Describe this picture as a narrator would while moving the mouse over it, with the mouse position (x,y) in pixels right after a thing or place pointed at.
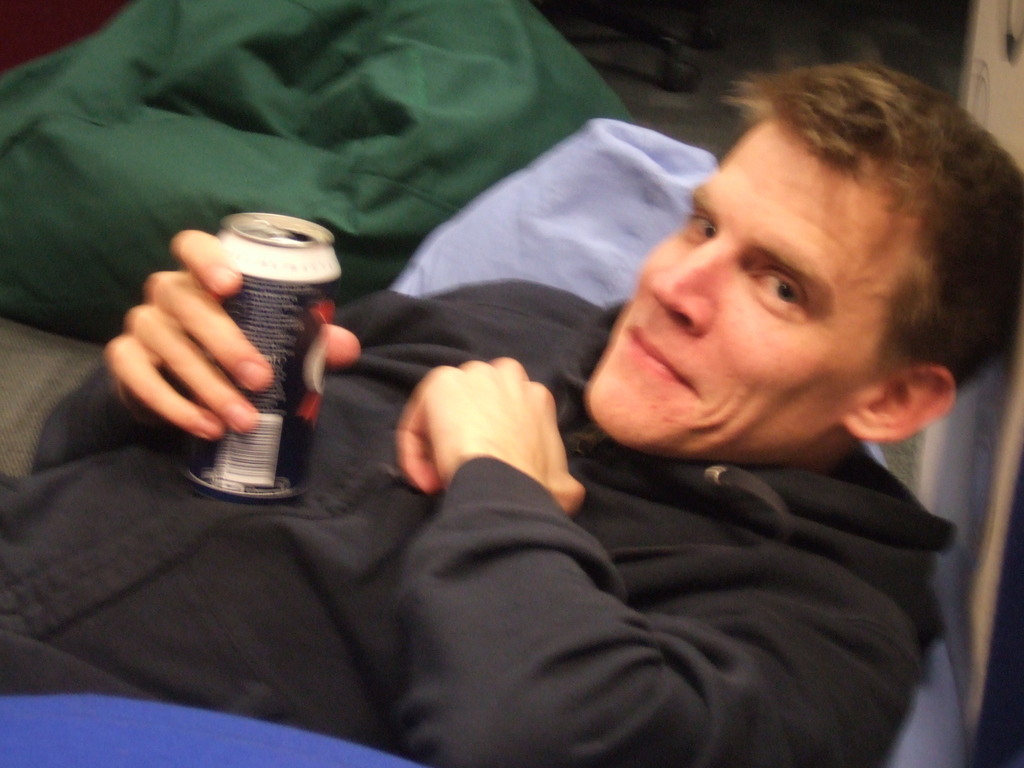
In this image there is a man (482,493) wearing a jacket (525,664), holding a can (279,321) in the hand (231,399), laying, smiling and giving pose for the picture. At the top (407,117) there is a green colored bean bag (222,89) placed on the floor (43,360).
